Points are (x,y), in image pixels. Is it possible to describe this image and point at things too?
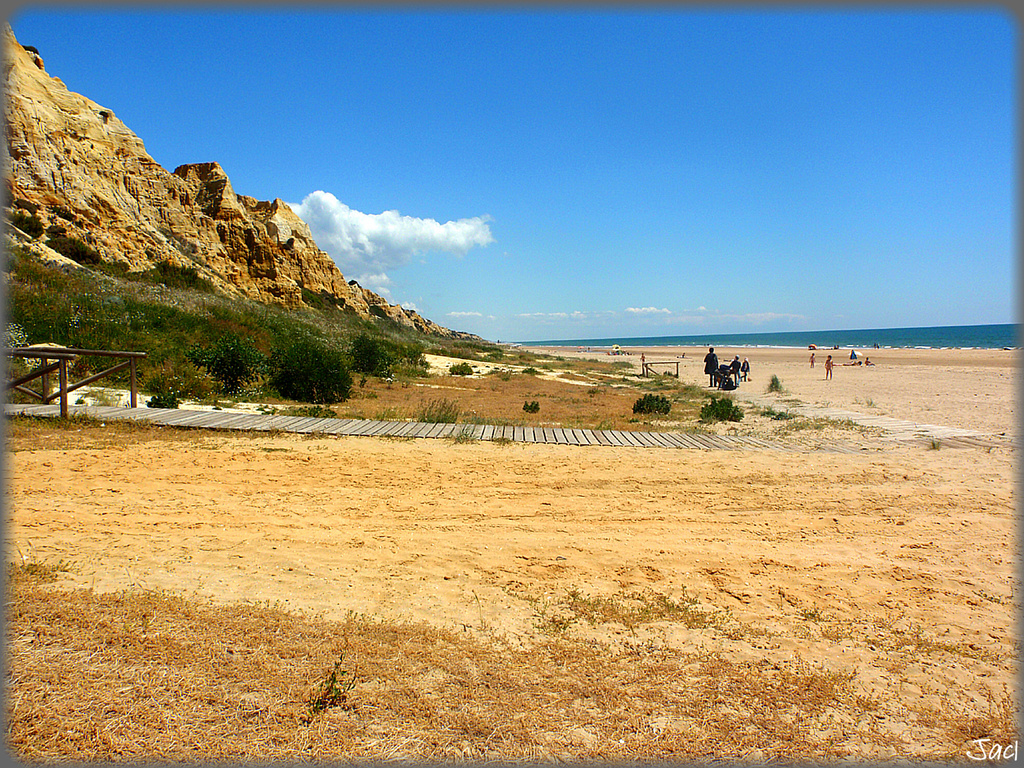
In this picture there is a cliff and greenery (154,296) on the left side of the image (177,404) and there are people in the image and there is water (841,341) in the background area of the image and there is sky (577,113) at the top side of the image (577,113).
